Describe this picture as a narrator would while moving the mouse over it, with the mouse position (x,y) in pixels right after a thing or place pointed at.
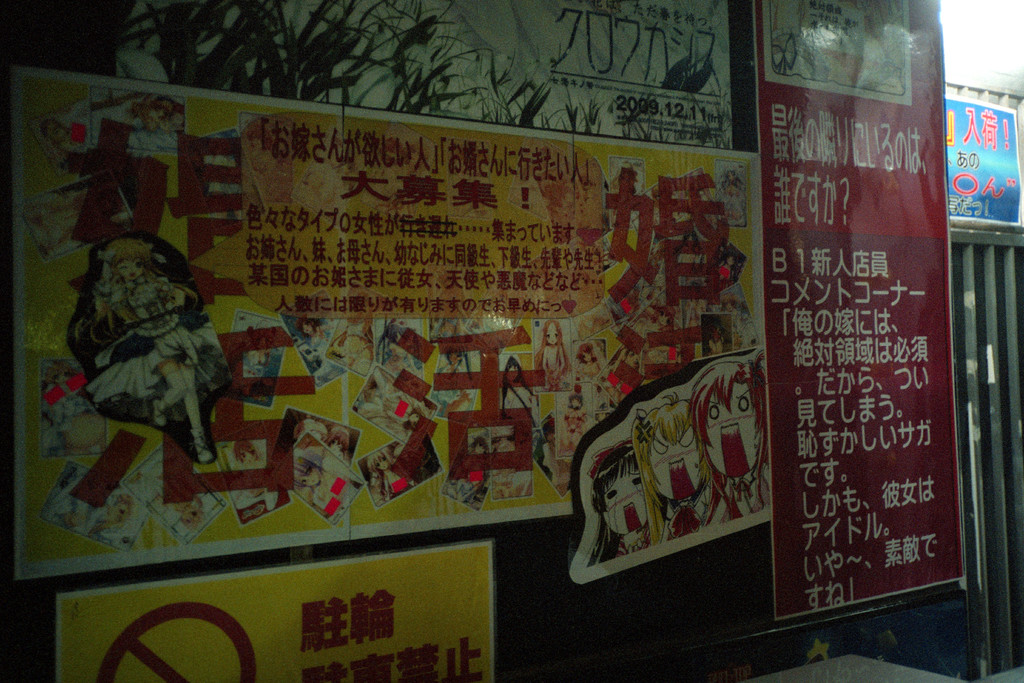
In this image there is a board (477,370) with some images (552,430) and text (916,392), beside that there is a metal structure (984,305), above the metal structure (1010,245) there is a banner (963,154) with some text (993,187) on it.
